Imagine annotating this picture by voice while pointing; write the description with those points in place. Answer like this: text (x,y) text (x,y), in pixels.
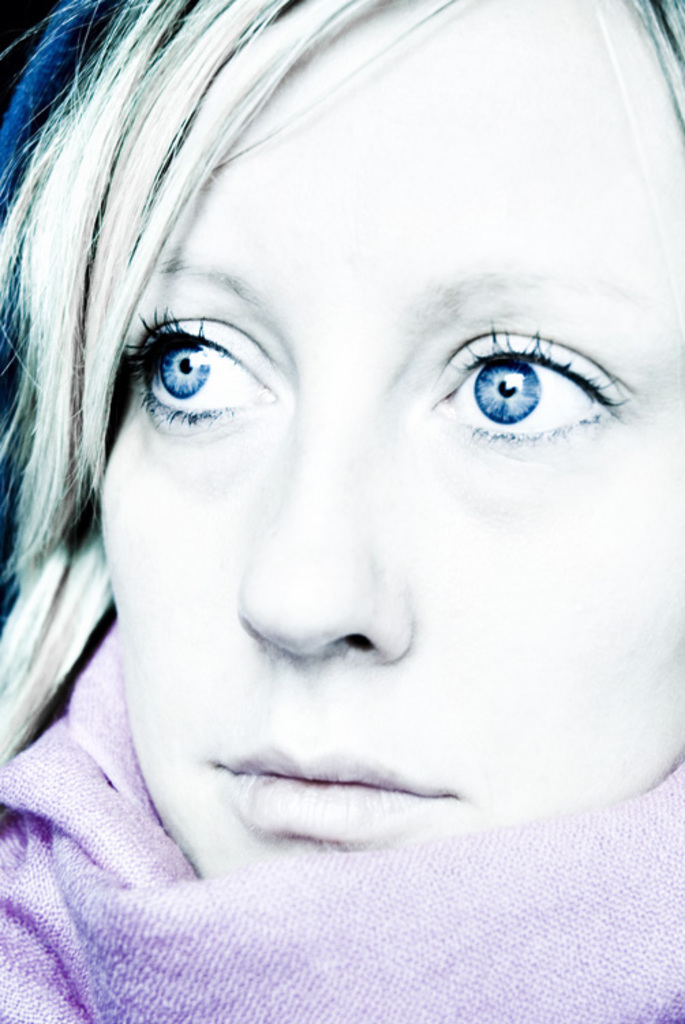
In this image, we can see a woman (179,540) wearing a scarf (590,942).
